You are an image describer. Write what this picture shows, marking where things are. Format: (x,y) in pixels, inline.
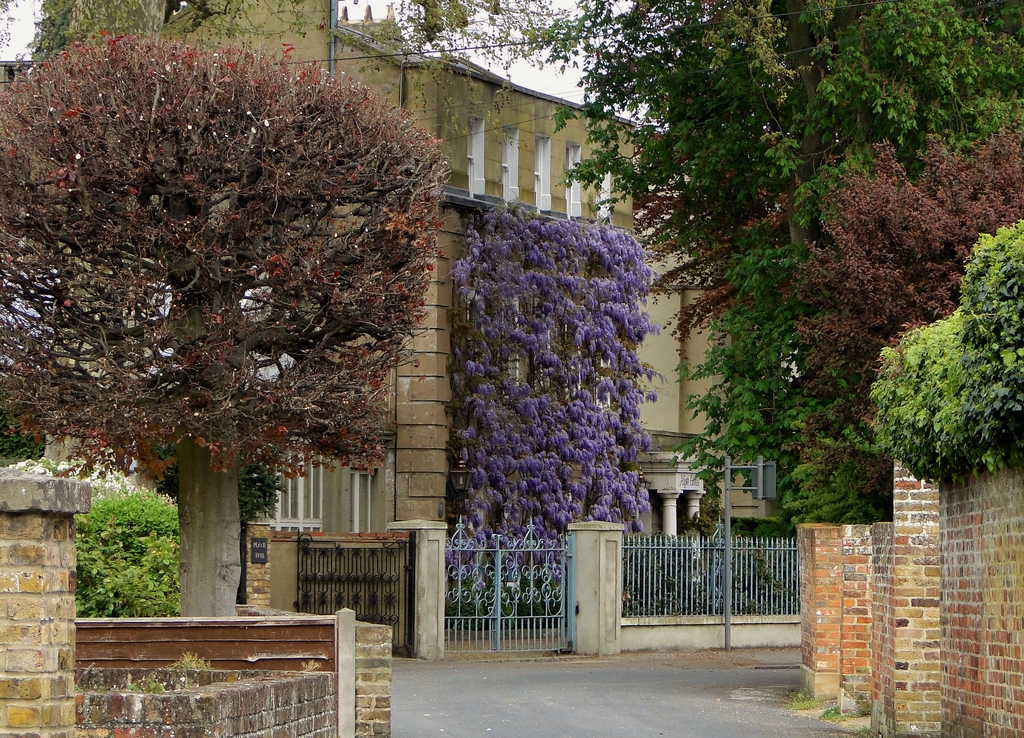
In this image we can see a building (253,15), trees (701,113), pole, gates (498,578), name board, plants (163,569) and other objects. In the background of the image (612,9) there is the sky (23,13). On the left side of the image (280,605) there is the wall (66,588), grass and other objects (228,642). On the right side of the image (822,550) there is the wall (886,602), trees (726,158) and other objects (839,710). At the bottom of the image (726,690) there is the road (531,698).
